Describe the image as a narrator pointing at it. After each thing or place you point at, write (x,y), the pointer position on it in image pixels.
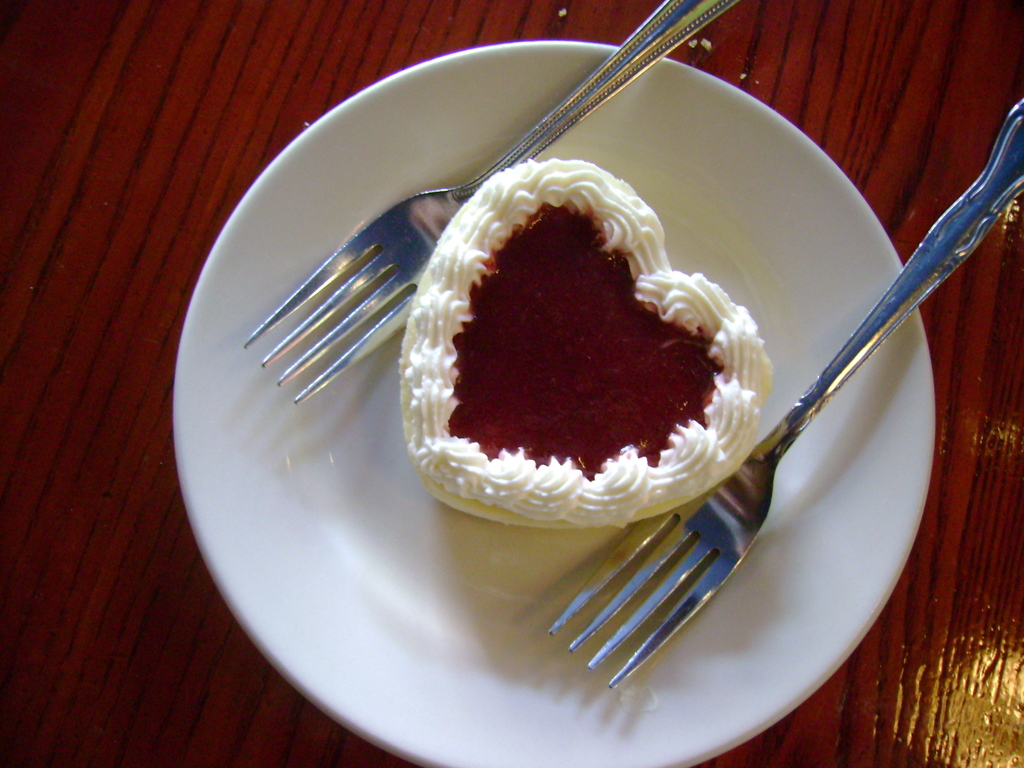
Here we can see a plate (821,566), forks (640,647), and a cake (572,349) on a wooden platform (284,89).
